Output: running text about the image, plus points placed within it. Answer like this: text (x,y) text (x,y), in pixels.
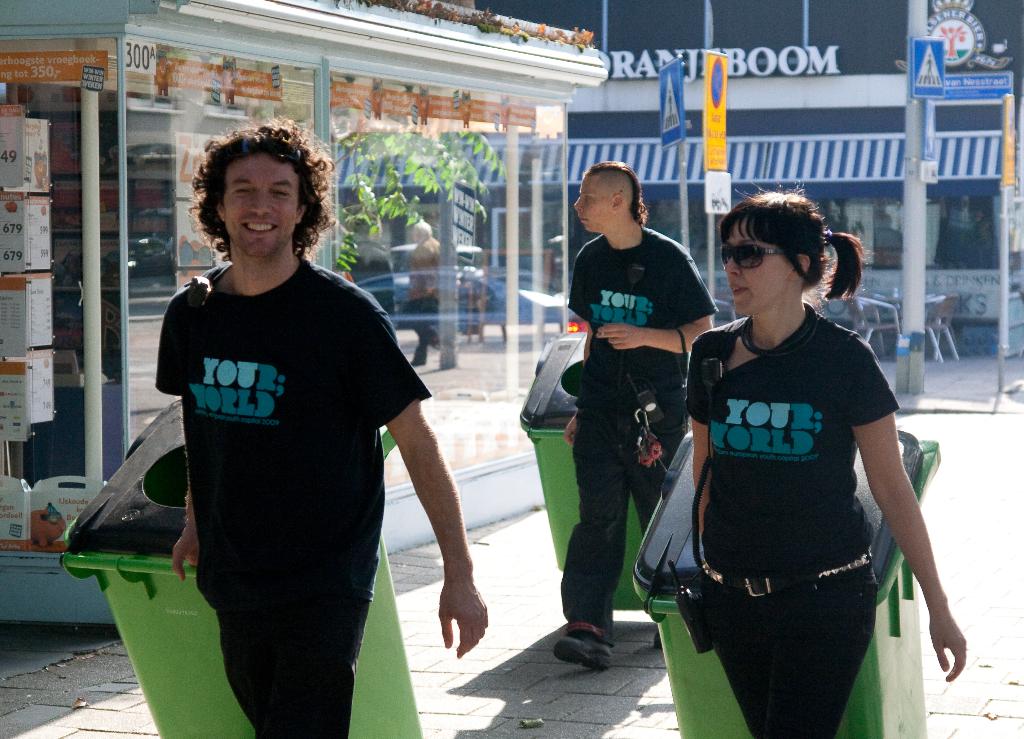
In this picture we can see three people (745,377) are walking on the ground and holding bins (178,726) with their hands (199,542). In the background (666,119) we can see a person (436,261) walking, sign boards (717,140), poles (1004,250), chairs (938,311), leaves (442,174), posters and some objects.
